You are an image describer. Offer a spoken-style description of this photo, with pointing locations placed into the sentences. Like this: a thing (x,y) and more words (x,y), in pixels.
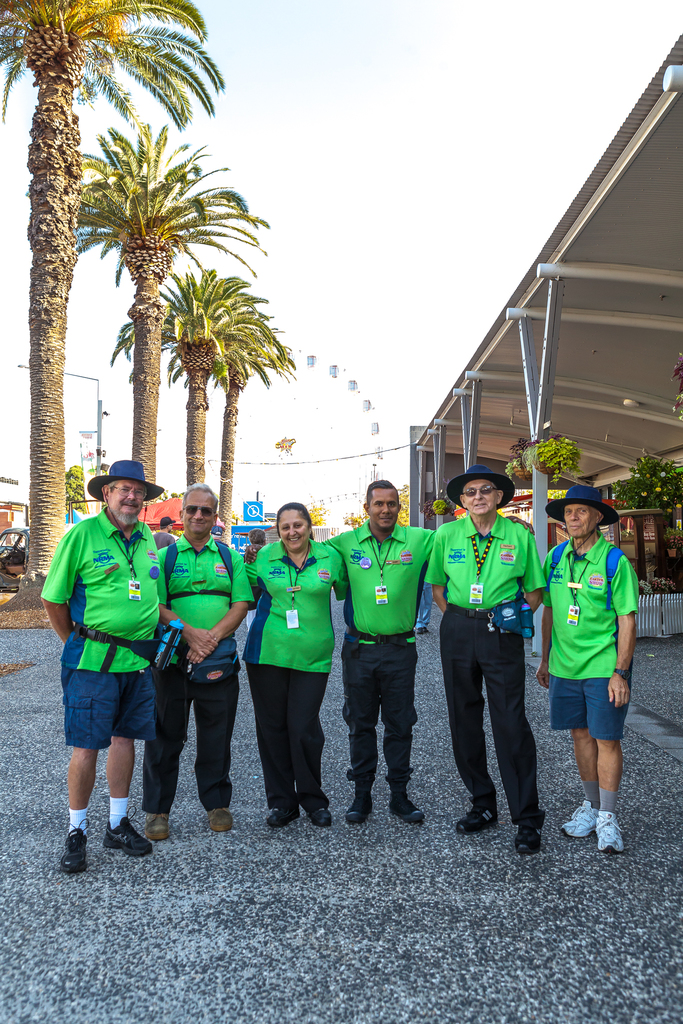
In the picture I can see a group of people (287,684) are standing on the ground (333,701). These people (262,673) are wearing green color T-shirts (266,632). In the background (266,229) I can see trees (243,217), a wire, poles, buildings (515,383), fence (648,618) and some other objects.
